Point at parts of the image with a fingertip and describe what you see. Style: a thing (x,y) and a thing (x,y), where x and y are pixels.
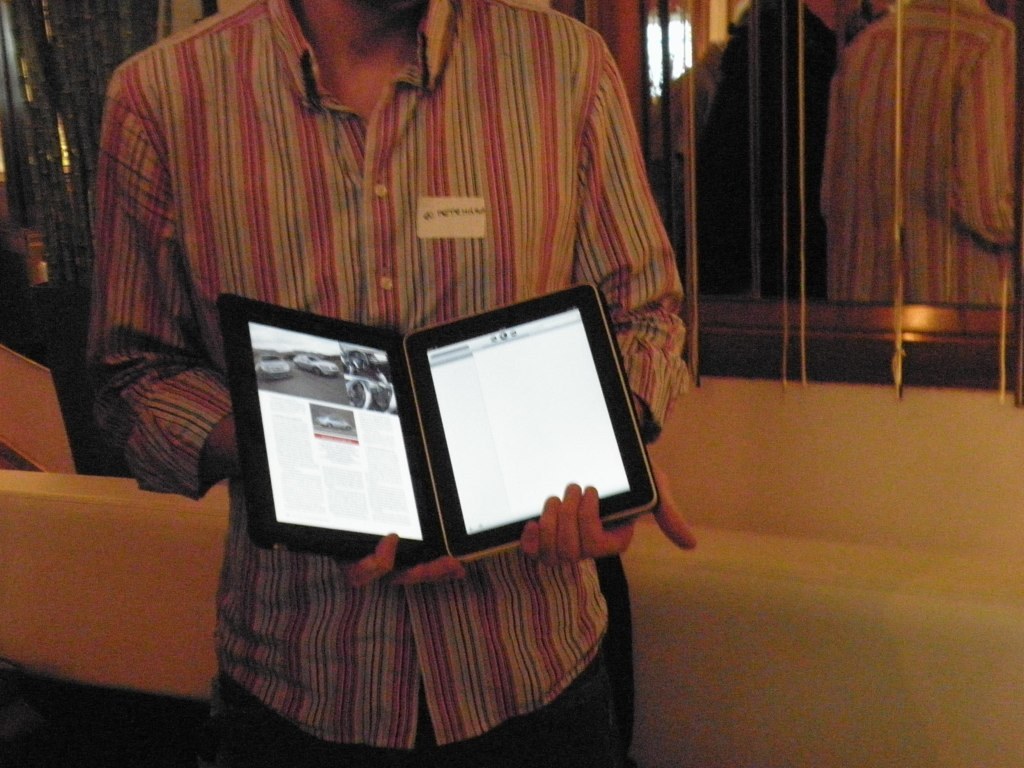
In the center of the image (517,294) we can see one person (373,178) is standing and holding two tabs (403,393). On the screen (395,425), we can see cars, etc. In the background (730,424) there is a wall (838,438), board (50,421), two persons (903,96) are standing and few other objects (41,97).
